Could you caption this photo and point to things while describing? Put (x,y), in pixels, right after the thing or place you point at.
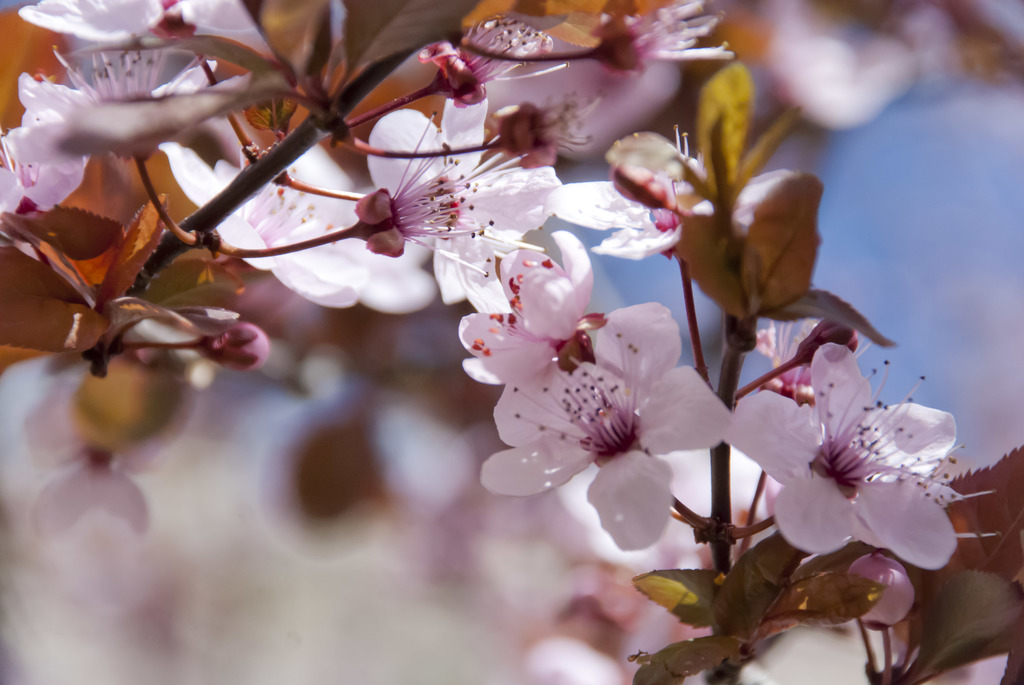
In this image we can see some flowers (540,356) to the branches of a tree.
